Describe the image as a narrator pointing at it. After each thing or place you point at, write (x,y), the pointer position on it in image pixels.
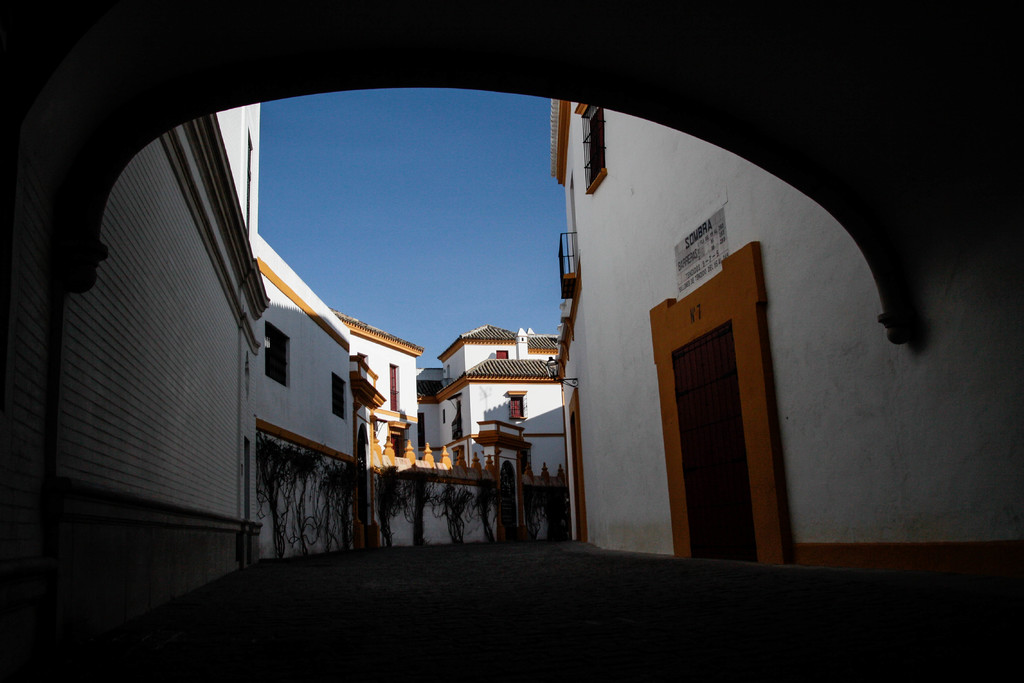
In this image, we can see buildings (642,186) and there is a board (695,235) with some text (702,253) is placed on the wall (644,293) and there are creepers (343,478). At the top (370,198), there is sky (353,222) and at the bottom (381,619), there is a road (289,599).
